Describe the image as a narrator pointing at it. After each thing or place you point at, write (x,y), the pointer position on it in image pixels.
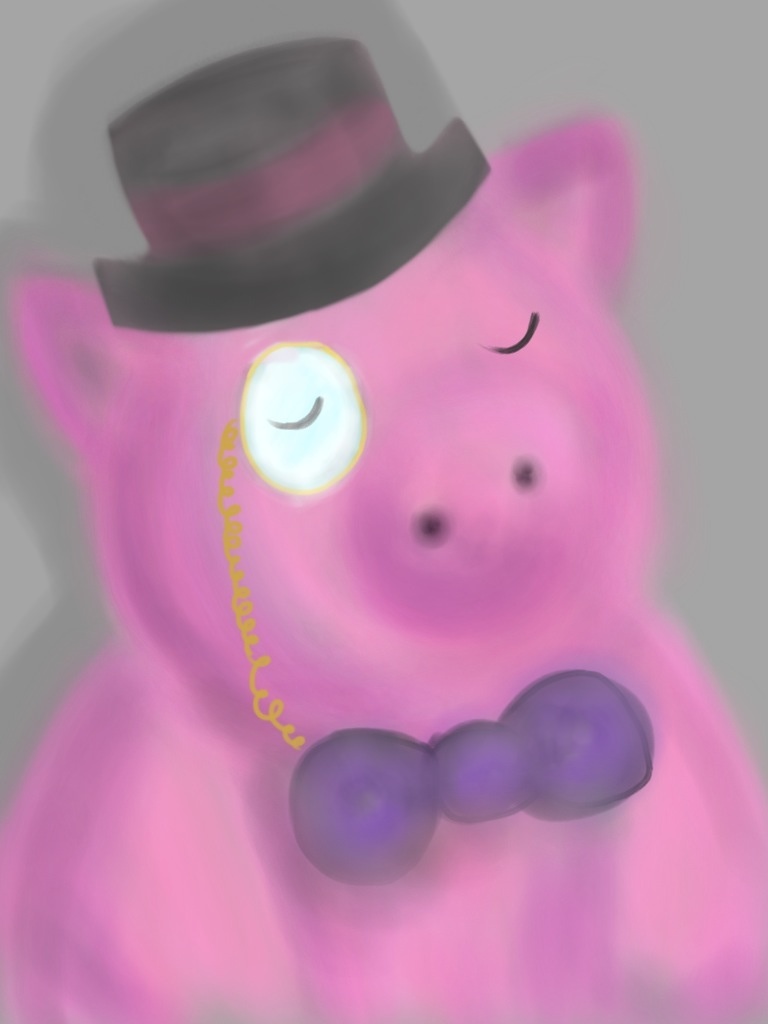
This image consists of a pig (408,664). It looks like a painting. It is in pink color. At the top (245,289), there is a hat (276,176).
